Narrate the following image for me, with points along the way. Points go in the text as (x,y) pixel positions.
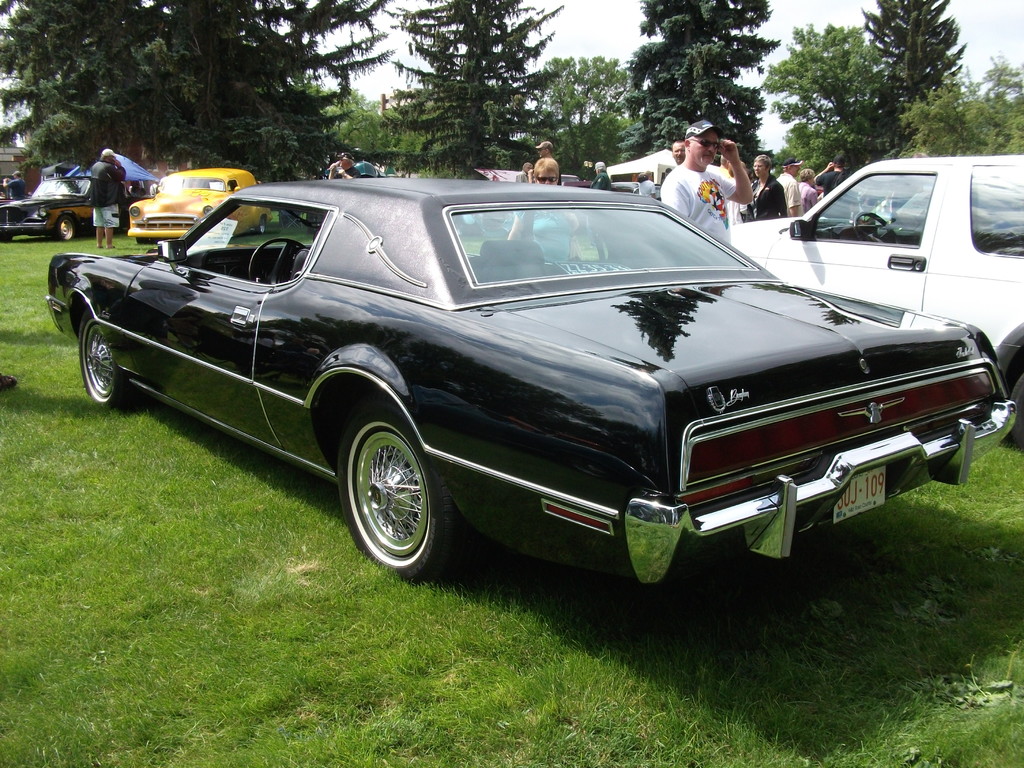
In the image I can see some cars (358,448) and people (352,156) on the grass (86,621) and also I can see some trees (314,114) to the side.
